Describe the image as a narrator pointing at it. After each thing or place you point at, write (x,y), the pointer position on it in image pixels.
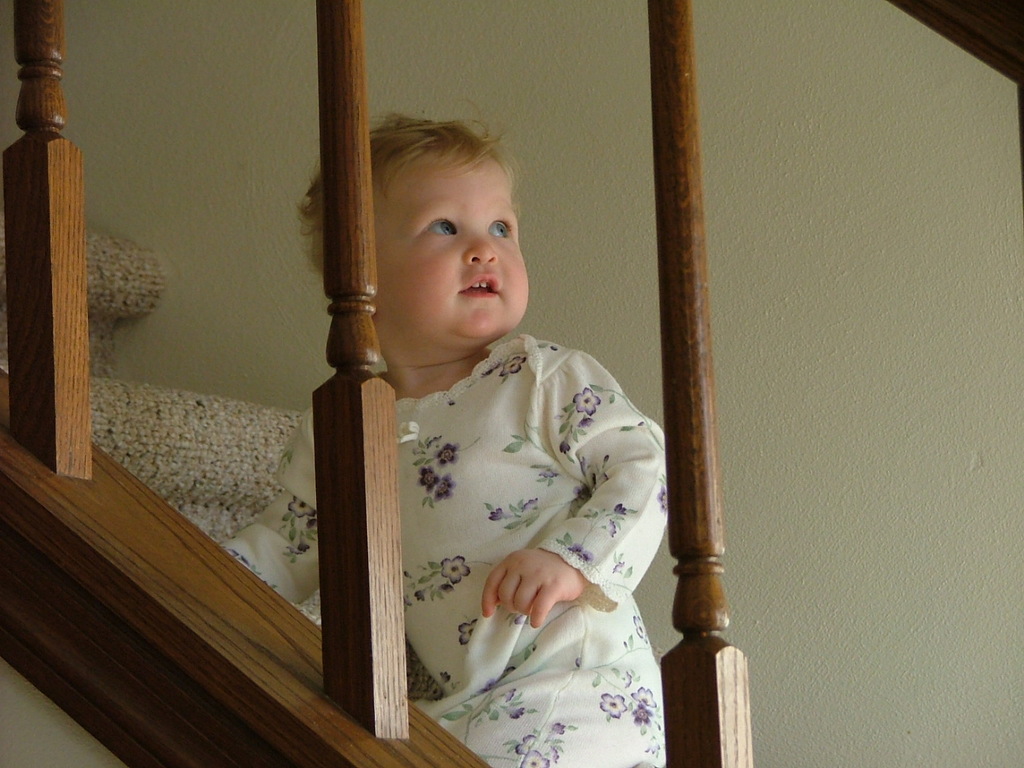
In this image we can see a baby (563,534) on the staircase (311,608), we can also see some wooden poles (696,711). In the background (940,487), we can see the wall (888,180).
